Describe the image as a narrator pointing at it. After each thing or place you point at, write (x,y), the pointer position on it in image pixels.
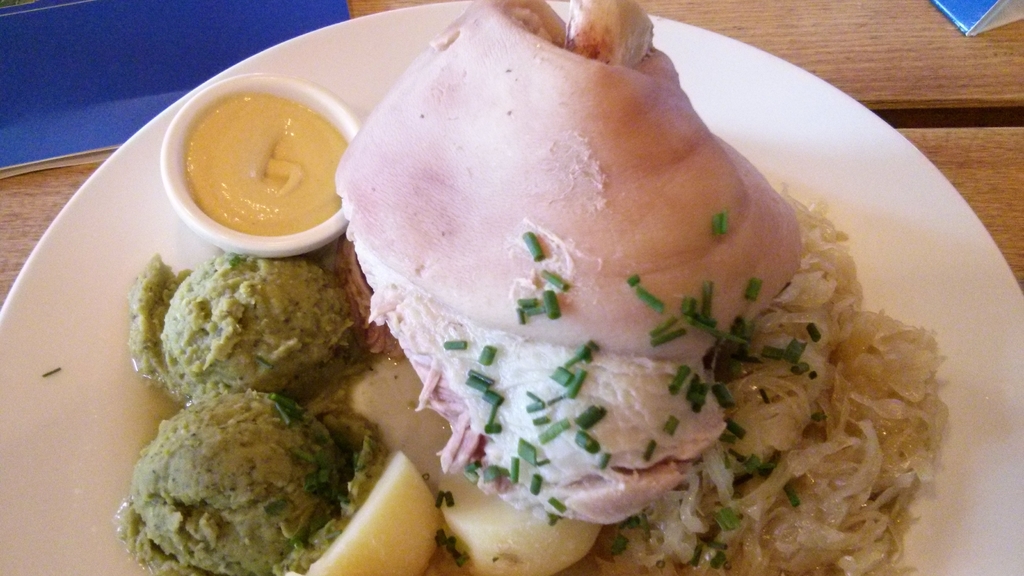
In this image I can see food items (509,388) in a plate (430,436) and also a bowl (322,226) filled with sauce (267,177) may be kept on a table (868,83) and some objects (203,35). This image is taken, may be in a hotel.
